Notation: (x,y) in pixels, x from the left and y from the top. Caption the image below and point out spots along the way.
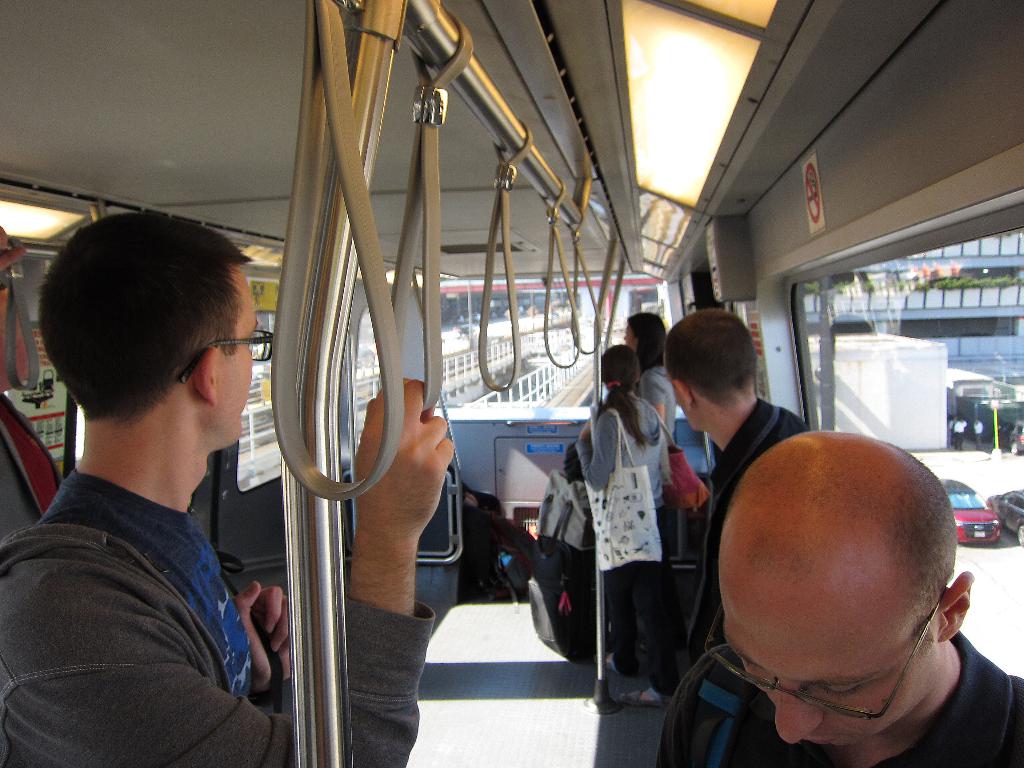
In the center of the image (391,510) we can see a few people (709,419) are standing in the vehicle (531,250) and we can see there are holding some objects (624,496). And in the vehicle (162,189), we can see subway straps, glass (469,340), lights (722,104) and some objects (575,611). Through the glass (567,399), we can see buildings (448,302), vehicles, fences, few people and a few other objects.
